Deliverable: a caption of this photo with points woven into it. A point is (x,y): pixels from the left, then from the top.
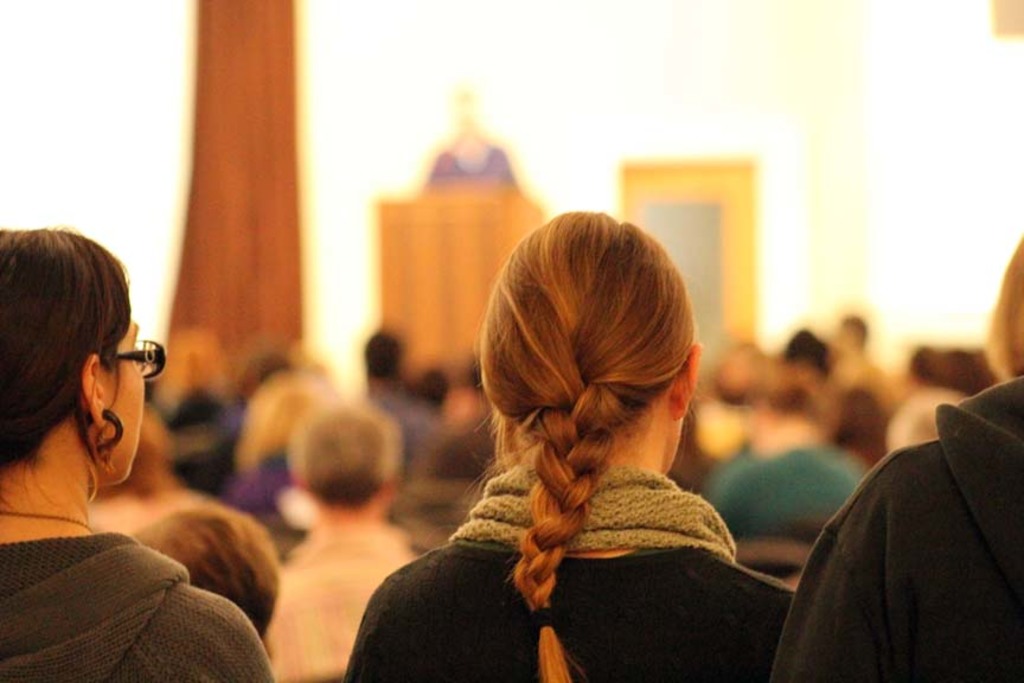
As we can see in the image there are group of people (372,427) here and there. In the background (935,247) there is a white color wall (890,221) and a door (689,236). The background (343,233) is little blurred.
